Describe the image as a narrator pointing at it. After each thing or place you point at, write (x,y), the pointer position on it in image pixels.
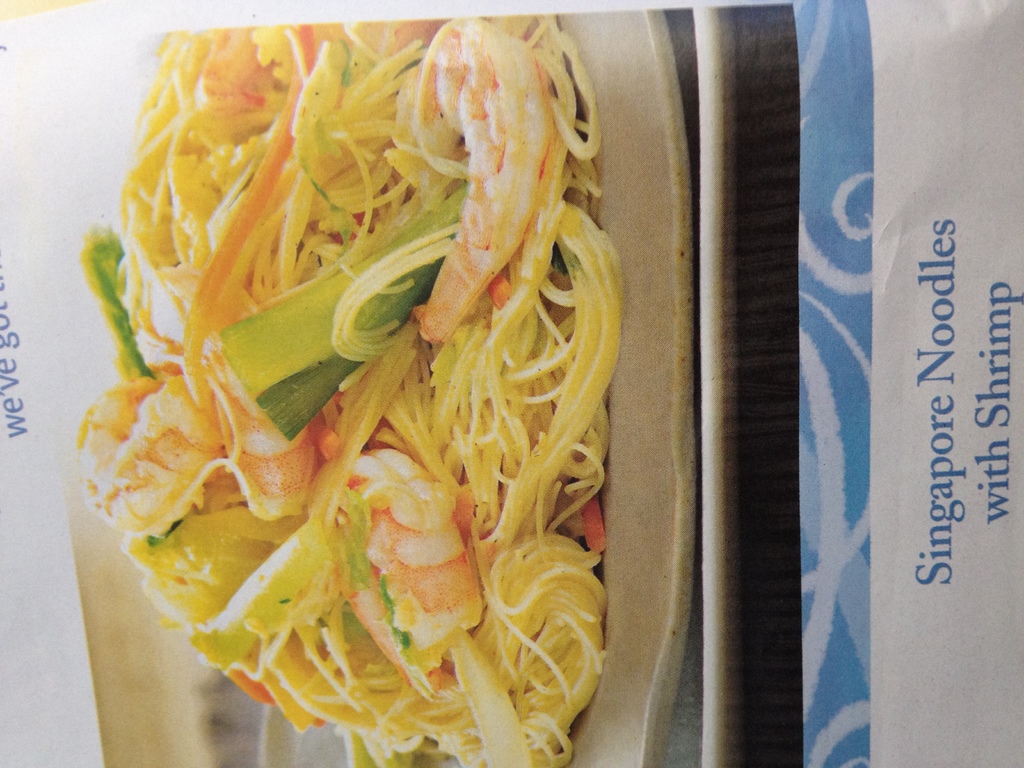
In this picture we can find a poster (721,409), in the poster (512,387) we can find food (474,337) in the plate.
